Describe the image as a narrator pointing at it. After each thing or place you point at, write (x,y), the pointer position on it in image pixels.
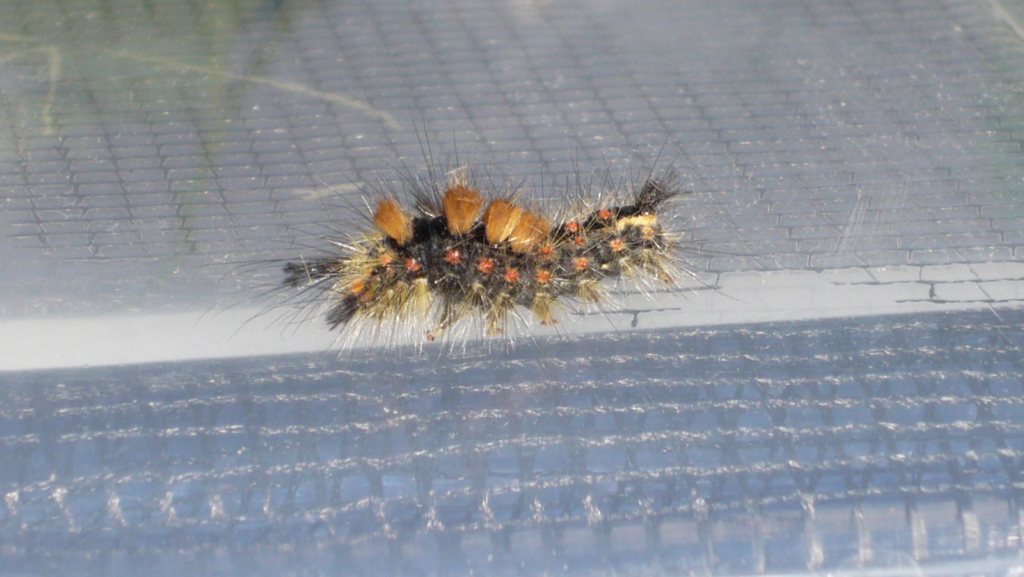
In this image I can see an insect (570,288). In the background (249,316) It is looking like a floor (583,479).
